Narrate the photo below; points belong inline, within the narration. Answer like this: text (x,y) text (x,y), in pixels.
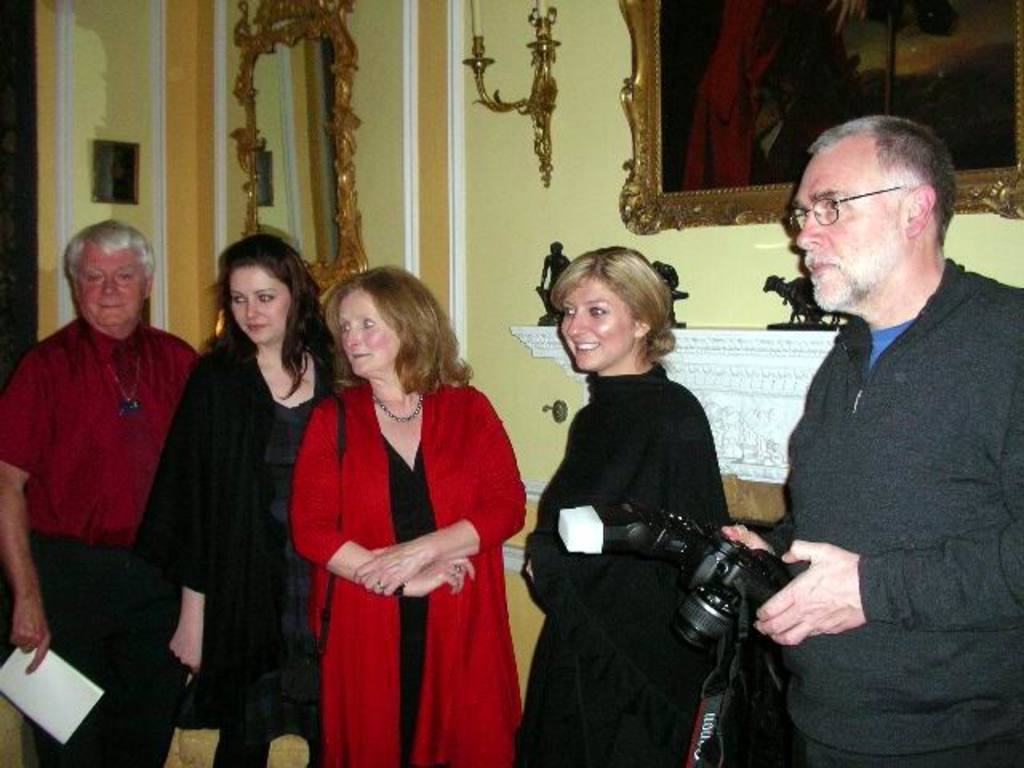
This picture seems to be clicked inside the room (730,423). In the center (679,441) we can see the group of person (429,415) standing on the ground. On the right (836,289) there is a man (932,335) wearing hoodie (842,458), holding a camera (775,567) and standing. In the background (622,188) we can see the picture frames (644,130) hanging on the wall (578,161) and we can see the candles (539,10) attached to the stand (533,98) and we can see the mirror (333,106) hanging on the wall (485,226) and we can see sculptures (664,271) of some other objects (790,301).
